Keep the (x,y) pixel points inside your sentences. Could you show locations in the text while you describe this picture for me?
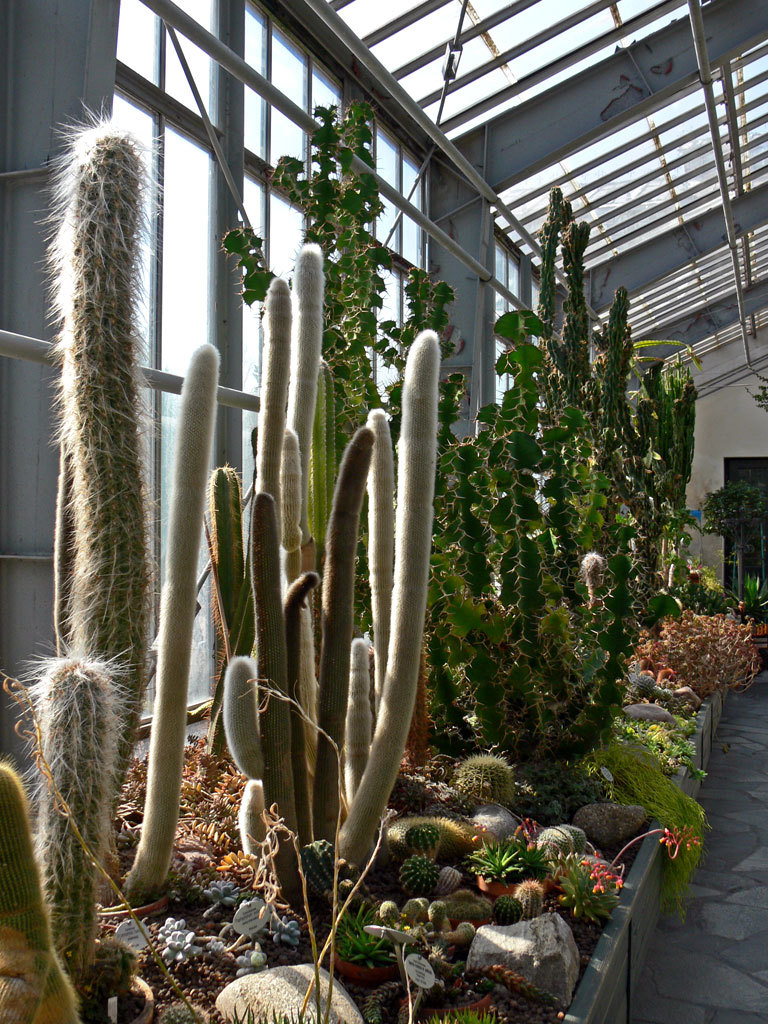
In this image, I can see the plants (527,662) and rocks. At the bottom right side of the image (724,892), I can see the floor (725,799). There are glass windows (172,185) and iron grilles (612,72).
